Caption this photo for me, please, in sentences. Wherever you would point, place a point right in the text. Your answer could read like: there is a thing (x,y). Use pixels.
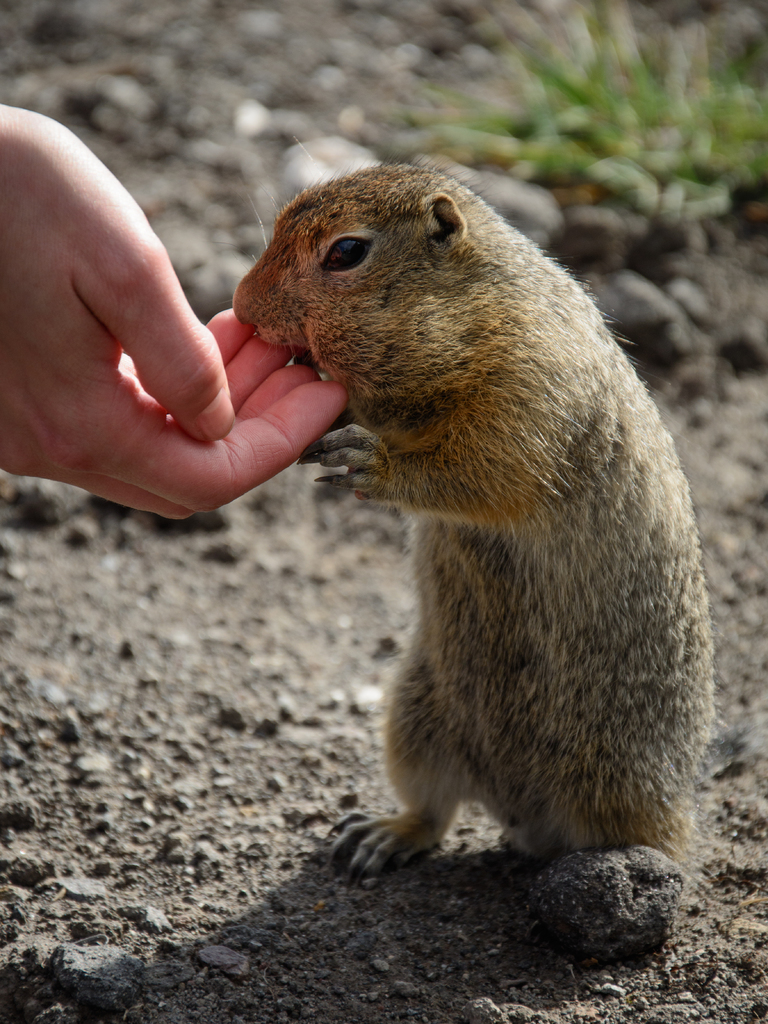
In this image I see an animal (555,833) which is of brown in color and I see a person's hand (108,364) over here and I see the mud (181,535) and I see that it is blurred in the background (362,141).
